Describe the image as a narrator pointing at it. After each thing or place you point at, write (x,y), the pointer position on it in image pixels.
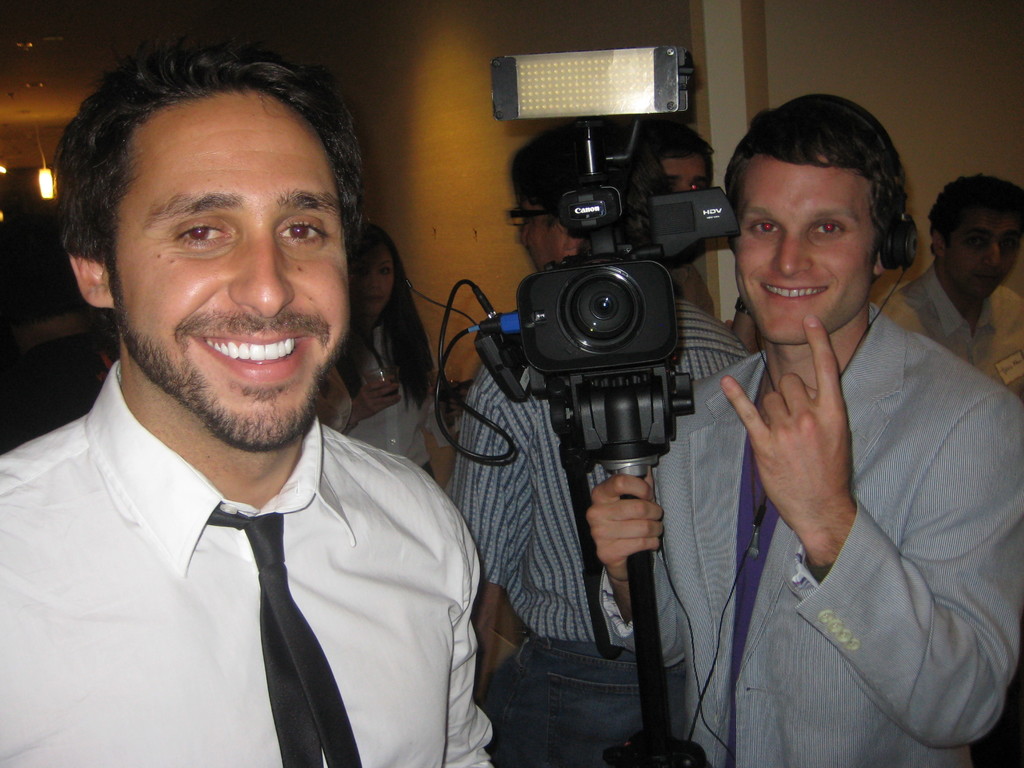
In the image there is two men (305,592) stood in front (289,337) smiling, the man (800,299) on right side (791,339) holding camera (594,346) and in background (623,197) there are few other men (966,199).
